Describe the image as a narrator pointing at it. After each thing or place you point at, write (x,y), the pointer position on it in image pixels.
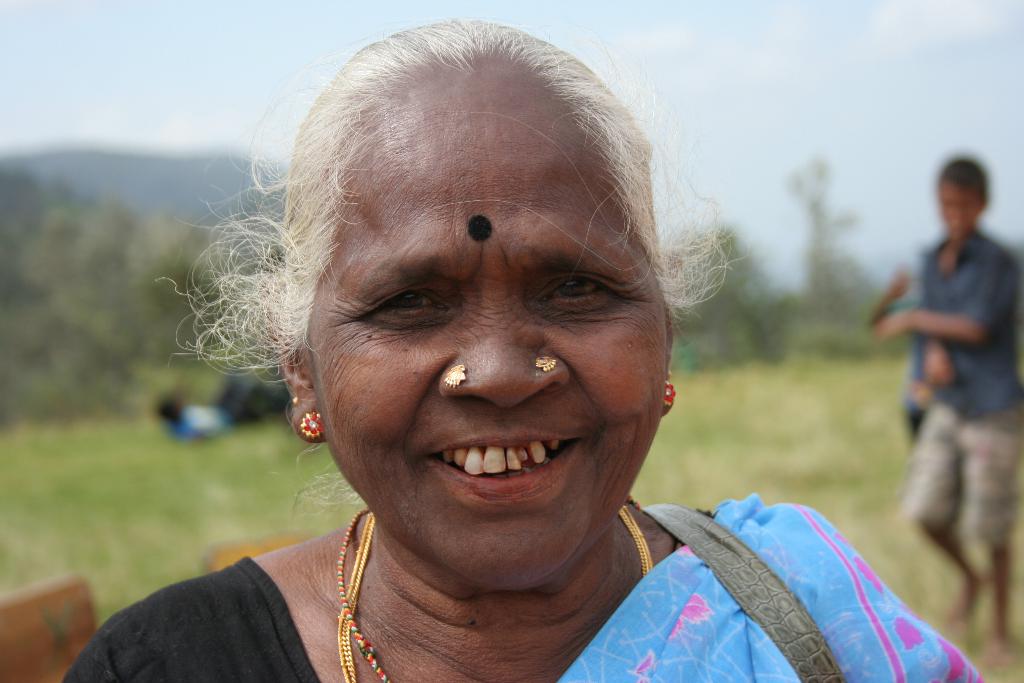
In the picture we can see an Indian woman (167,653) standing and smiling and behind her on the right hand side (1006,437) we can see a boy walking on the surface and in the background (107,333) we can see some hills (28,237) and sky (851,83).
